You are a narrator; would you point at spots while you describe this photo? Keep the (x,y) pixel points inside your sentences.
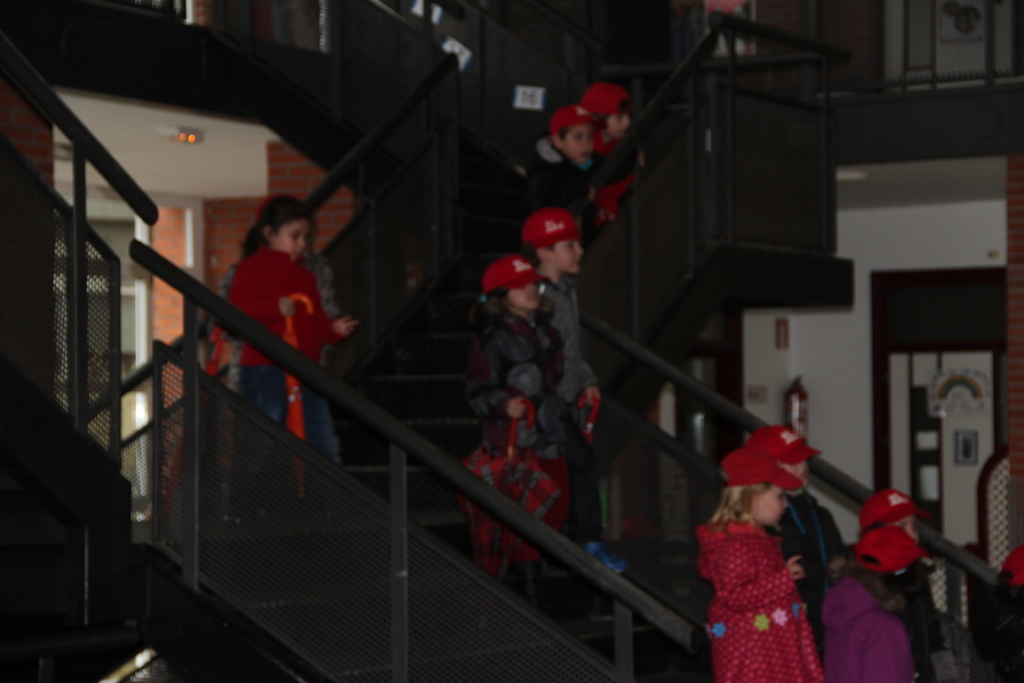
This image is taken indoors. In the background (214,231) there are few walls (838,352). There are few staircases (402,334) and there are few railings (728,71). In the middle of the image (508,272) few kids (576,128) are climbing down the stairs (413,325).
